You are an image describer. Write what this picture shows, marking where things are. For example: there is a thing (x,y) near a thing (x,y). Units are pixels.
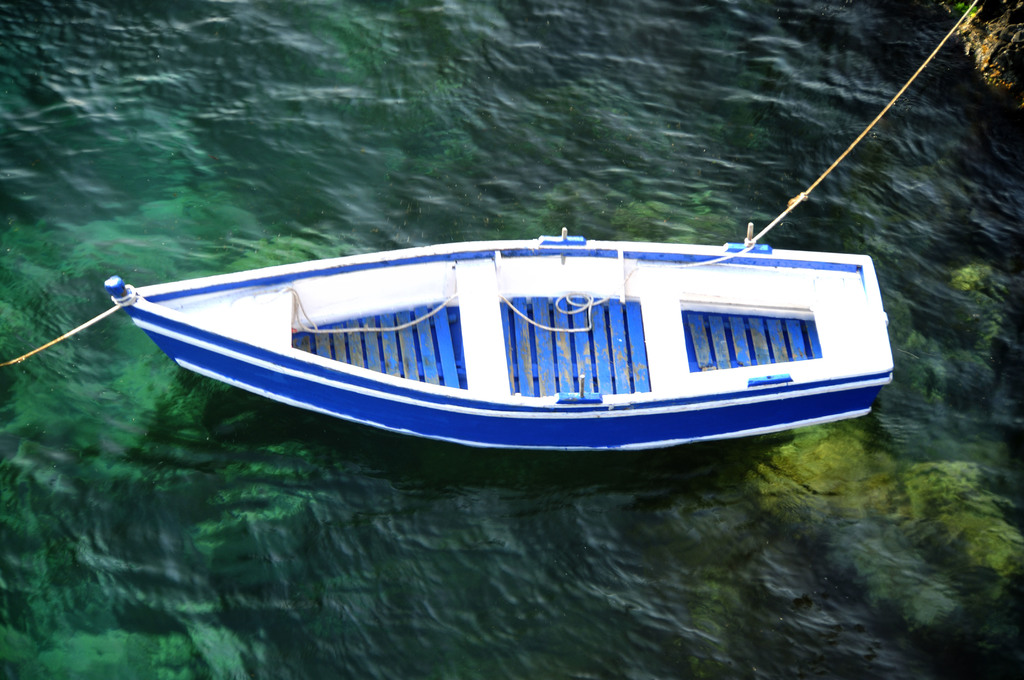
In this picture I can see there is a boat (117,287) and it is floating on the water (15,391) and it is in blue and white color.
